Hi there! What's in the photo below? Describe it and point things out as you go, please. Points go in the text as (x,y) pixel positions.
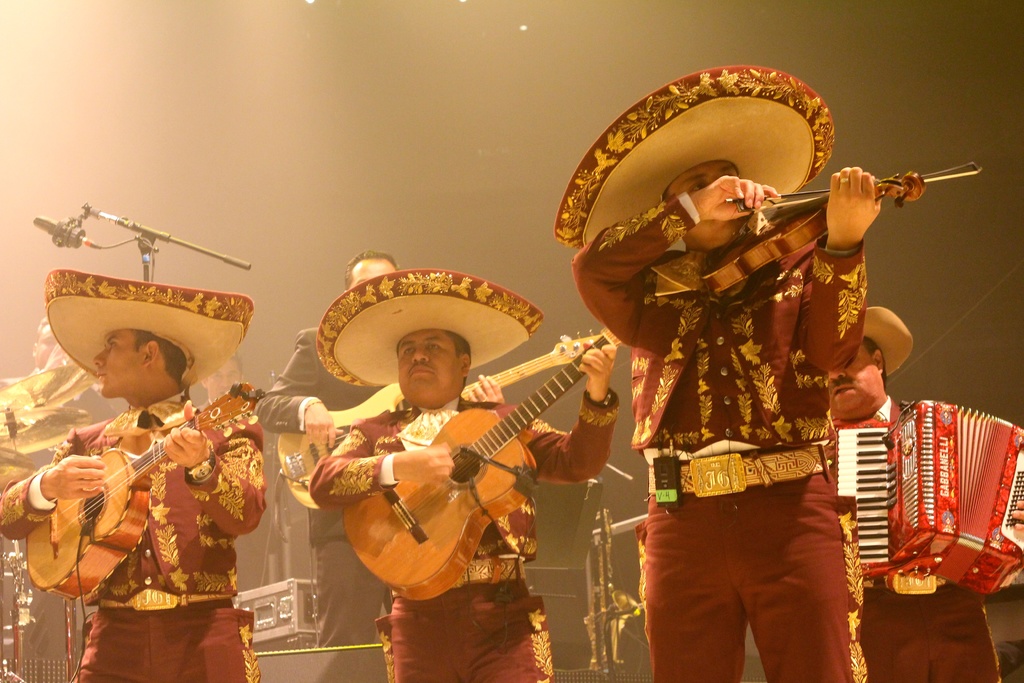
This 3 persons (654,404) holding a guitar (442,493) and violin (754,268), wore a red dress (778,364) with hat (85,314). Backside of this person (427,440) the other persons (45,363) are also playing a musical instruments (869,492). This is box (285,594).
